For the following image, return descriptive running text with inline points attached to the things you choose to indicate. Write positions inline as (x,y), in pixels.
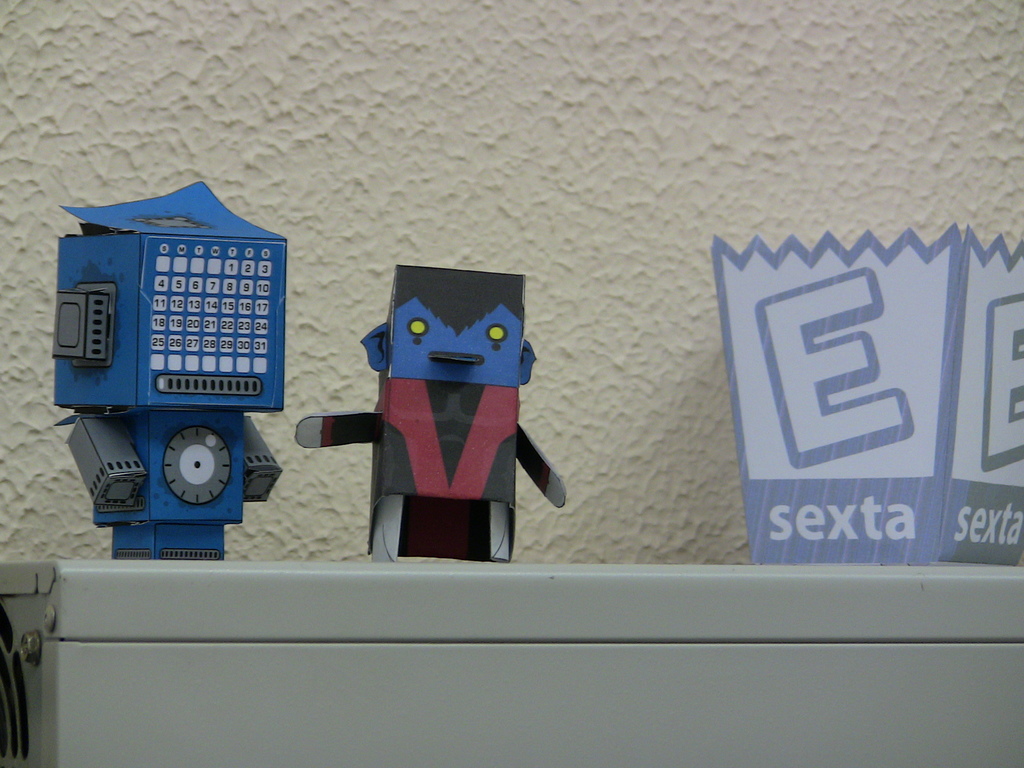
In this image I can see a grey colored metal object (400,664) and on it I can see few toys (494,438) which are made up of cardboard (410,407). I can see the cream colored wall (443,118) in the background (448,103).
